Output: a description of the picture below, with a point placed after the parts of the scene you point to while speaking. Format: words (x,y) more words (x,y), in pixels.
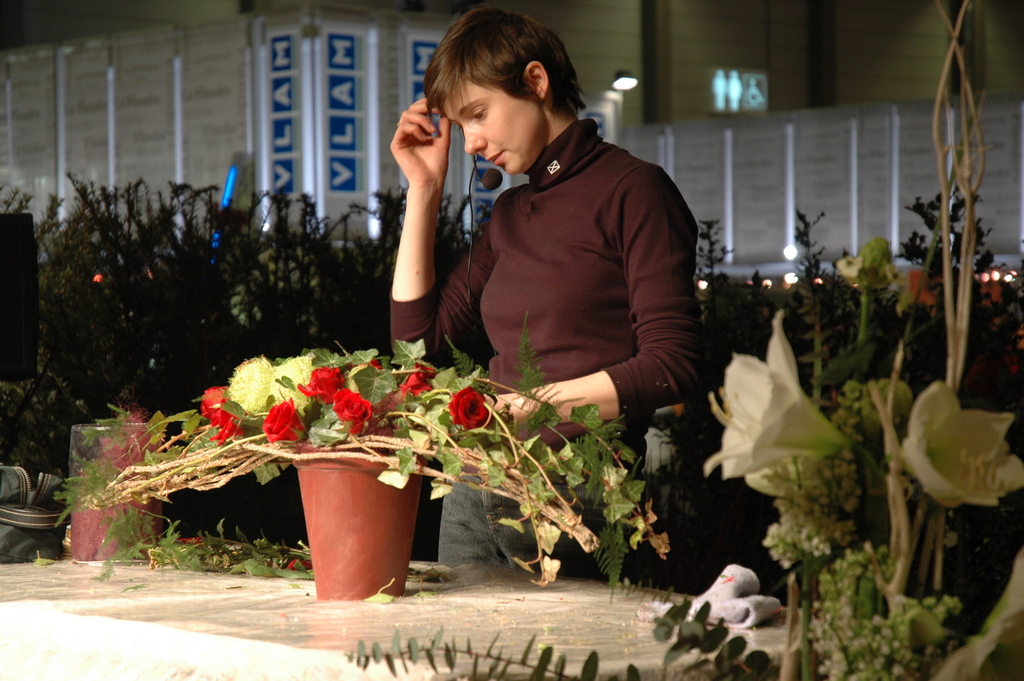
There is a woman (524,190) standing, in front of this woman (445,339) we can see flowers (475,395), pot (334,531) and objects (281,558) on the surface (207,593). Background (622,22) we can see plants (18,384), wall (610,33) and lights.
